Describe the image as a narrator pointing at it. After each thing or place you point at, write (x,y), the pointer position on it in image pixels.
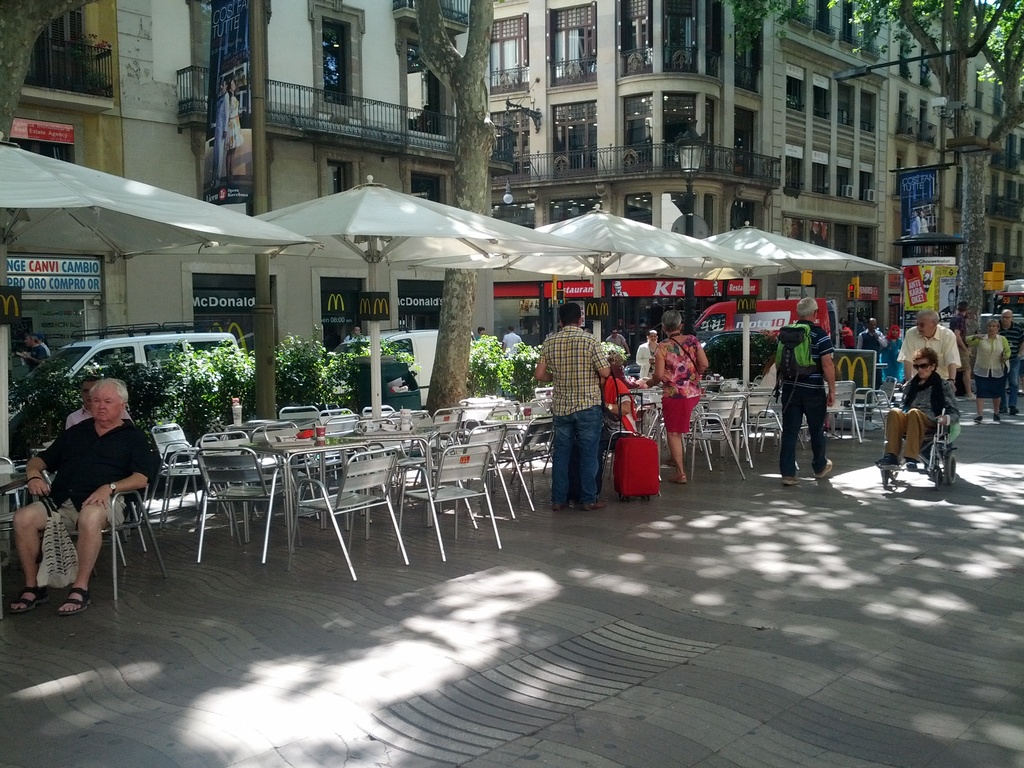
As we can see in the image there are buildings (688,91), trees (937,48), chairs (383,457) and tables (303,447) and few people (104,475) here and there.
